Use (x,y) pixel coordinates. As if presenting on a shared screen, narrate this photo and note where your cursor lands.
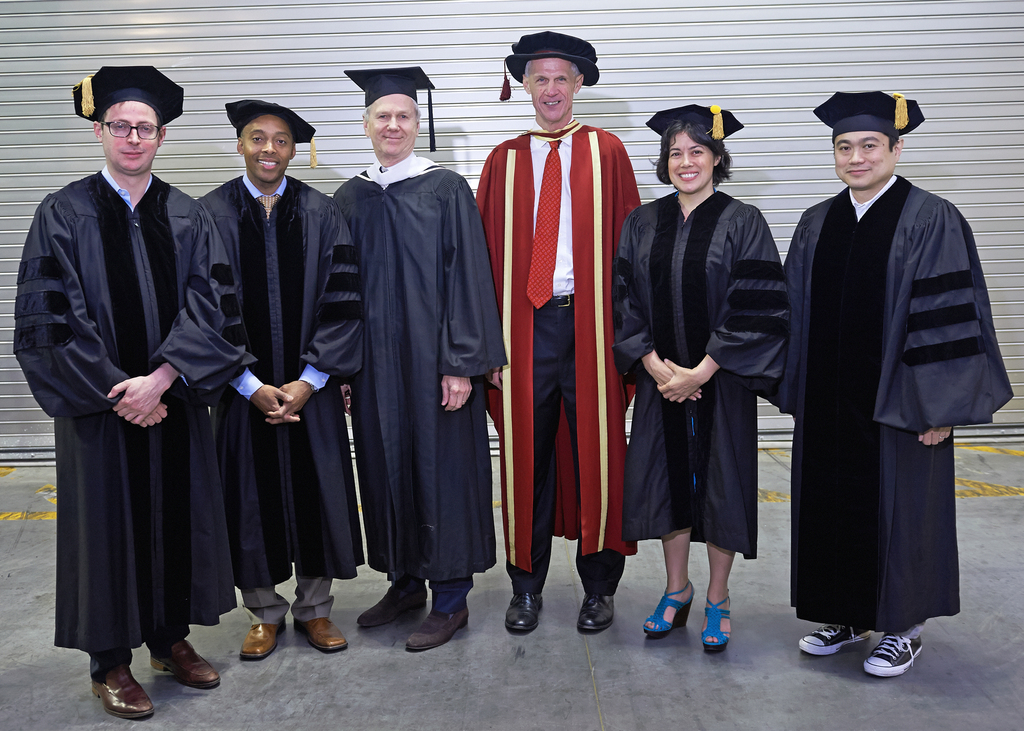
In the middle of this image (407,353), there are persons (894,222) in different colors coats (216,320) smiling and standing on the floor (935,652). In the background (442,52), there is a wall (427,147). And the background (475,47) is gray in color.
